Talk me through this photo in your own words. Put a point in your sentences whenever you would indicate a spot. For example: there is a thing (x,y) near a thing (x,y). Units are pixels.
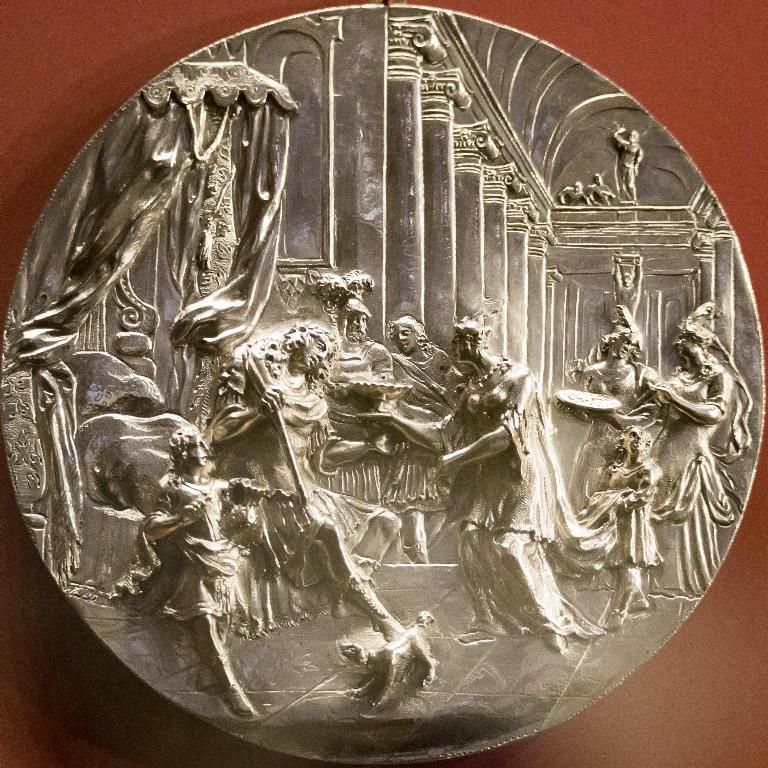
In this image, I can see a coin (487,685). These are the sculptures (381,406) on the coin (271,71). The background (75,24) looks brown in color.
